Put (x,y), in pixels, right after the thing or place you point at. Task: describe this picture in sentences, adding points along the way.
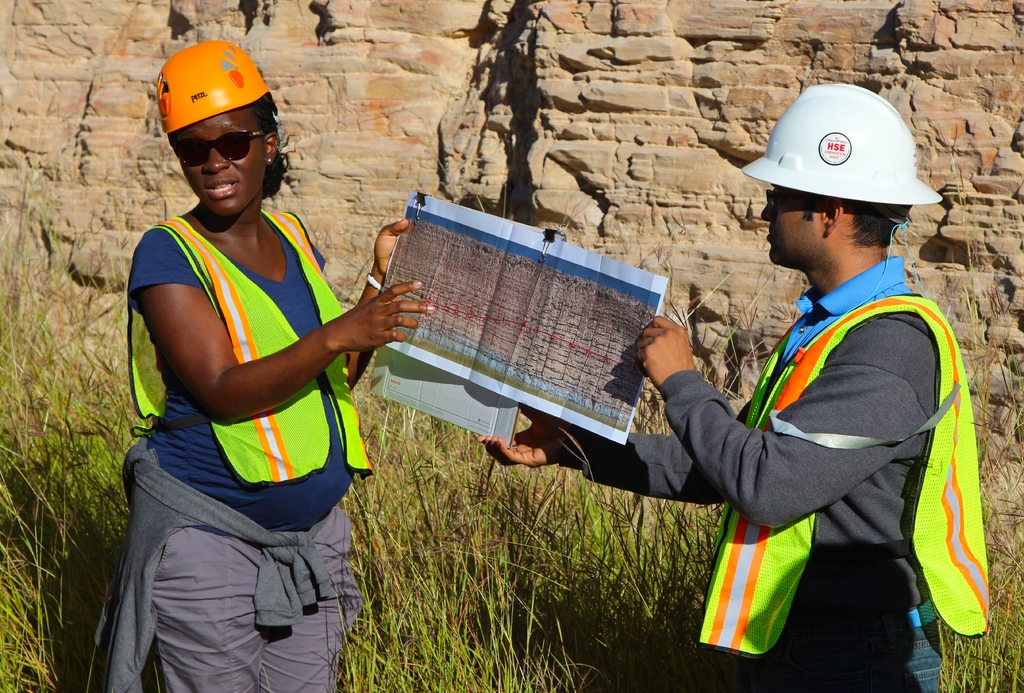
Two persons (296,381) are holding paper (541,365), these are plants (501,518), that are rocks (577,82).
